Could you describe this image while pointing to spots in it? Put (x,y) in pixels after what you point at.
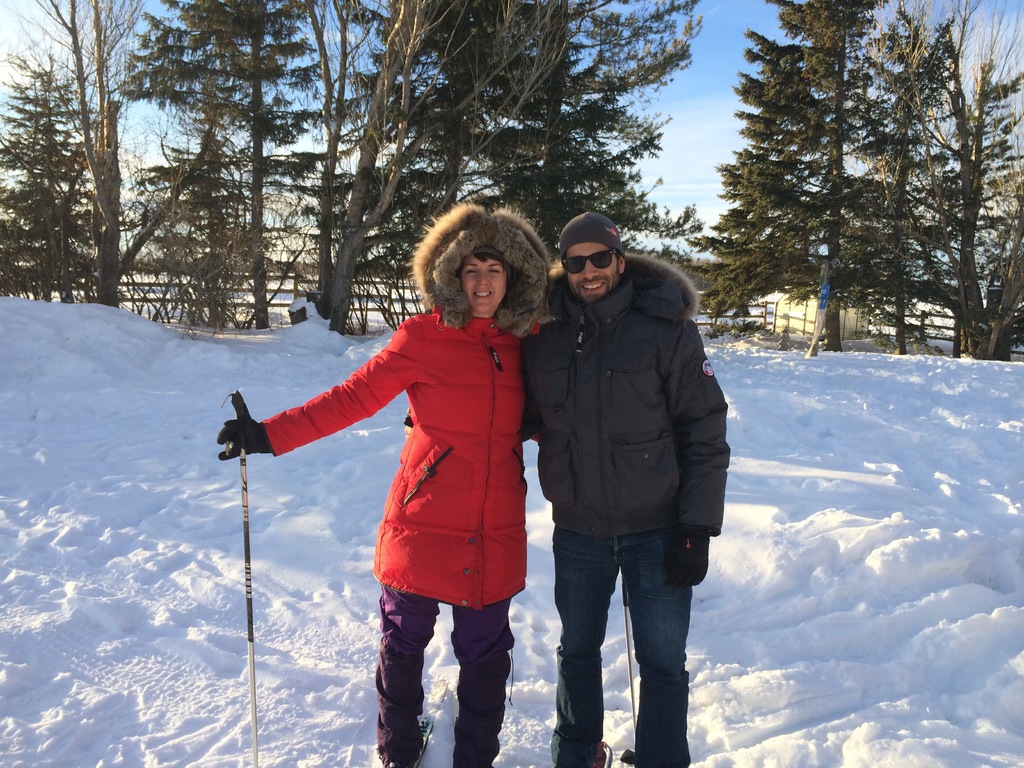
A lady (480,437) with red jacket (480,437) is standing on the snow (436,676) and holding a stick (242,477) in her hand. Beside her there is a man (604,377) with black jacket (618,391). He is standing and he is wearing goggles (598,267). There is a snow (124,574) on which they are standing. In the background (836,202) there are many trees (567,150).
